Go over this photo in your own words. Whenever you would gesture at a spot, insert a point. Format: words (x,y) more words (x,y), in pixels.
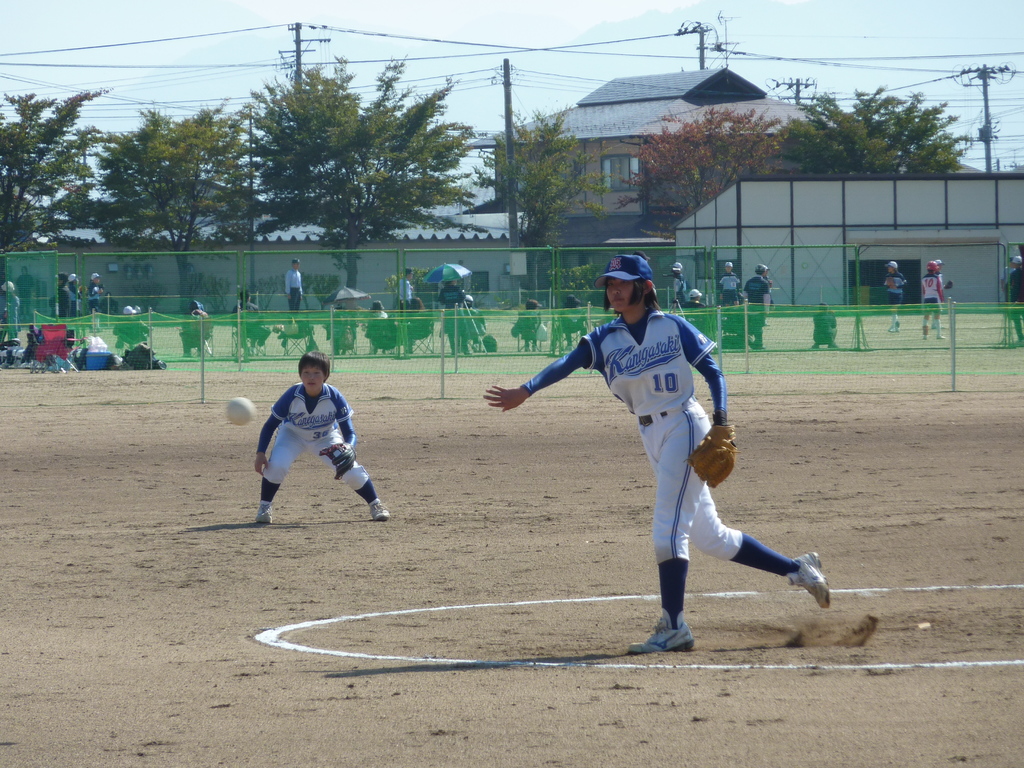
This picture shows few people (651,300) standing and few are seated and we see couple of them playing baseball and we see gloves (708,472) to their hands (701,460) and we see trees (938,153) and a building (773,181) and few electrical poles (987,132) and a cloudy sky (806,32) and we see a metal fence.
